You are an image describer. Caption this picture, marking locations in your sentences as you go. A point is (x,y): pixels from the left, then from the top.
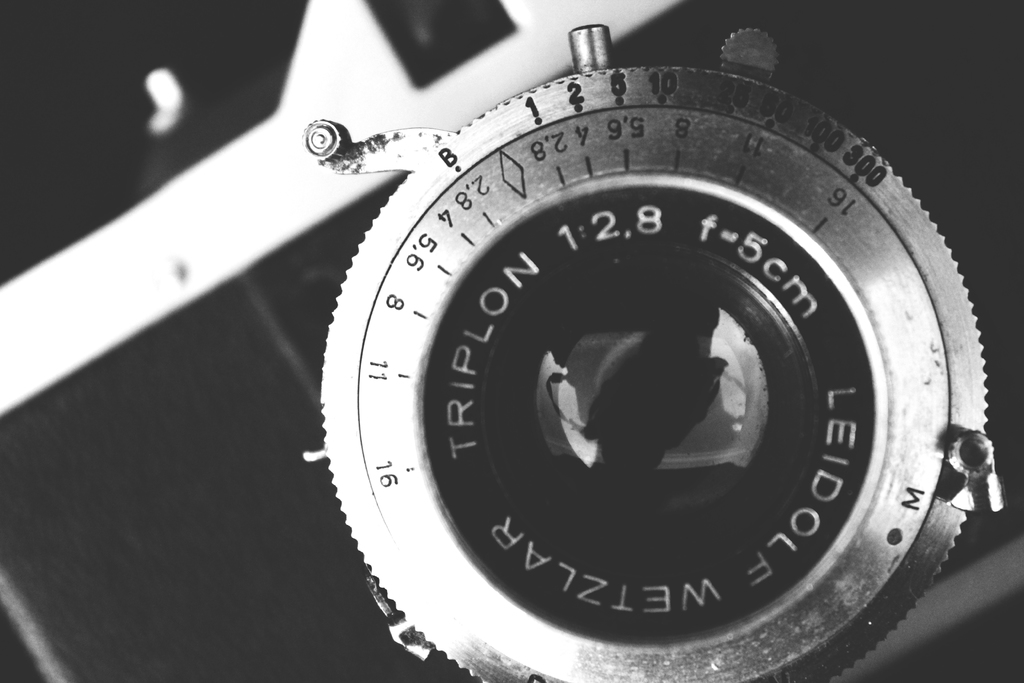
In this picture I can see there is a camera lens (532,393) and there is something written around it and there are few markings (450,210) and the camera (443,325) is in black color.
